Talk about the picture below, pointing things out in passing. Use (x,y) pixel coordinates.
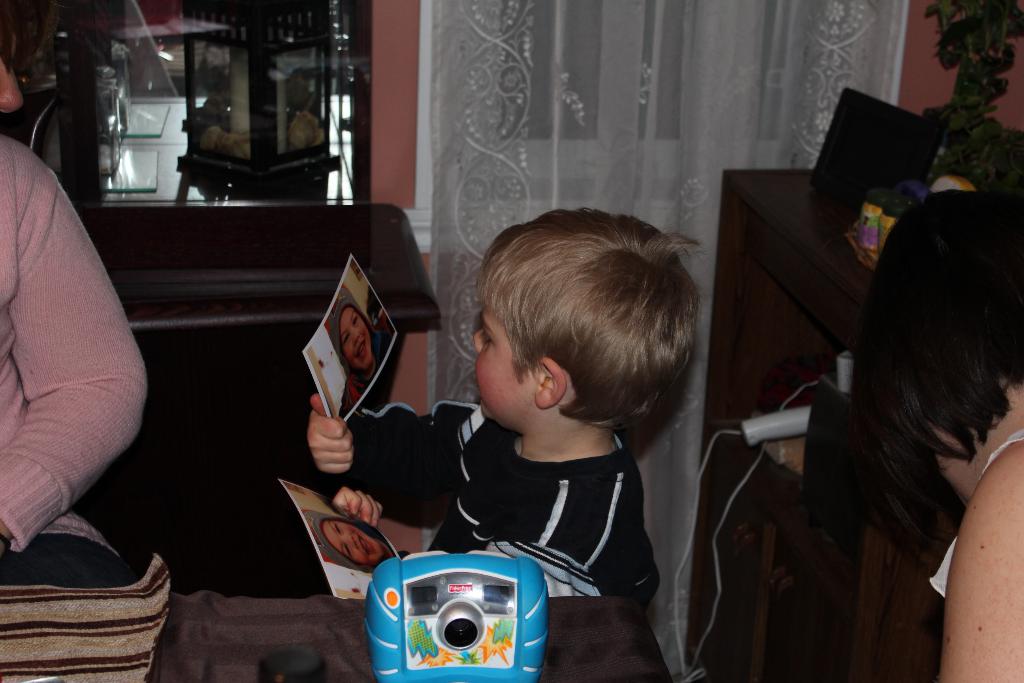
In this image there is a boy (510,427) standing beside the table (308,631) and holding photos (355,339) in hand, beside them there is another person (951,434) standing and also there is a table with so many things (407,624).
